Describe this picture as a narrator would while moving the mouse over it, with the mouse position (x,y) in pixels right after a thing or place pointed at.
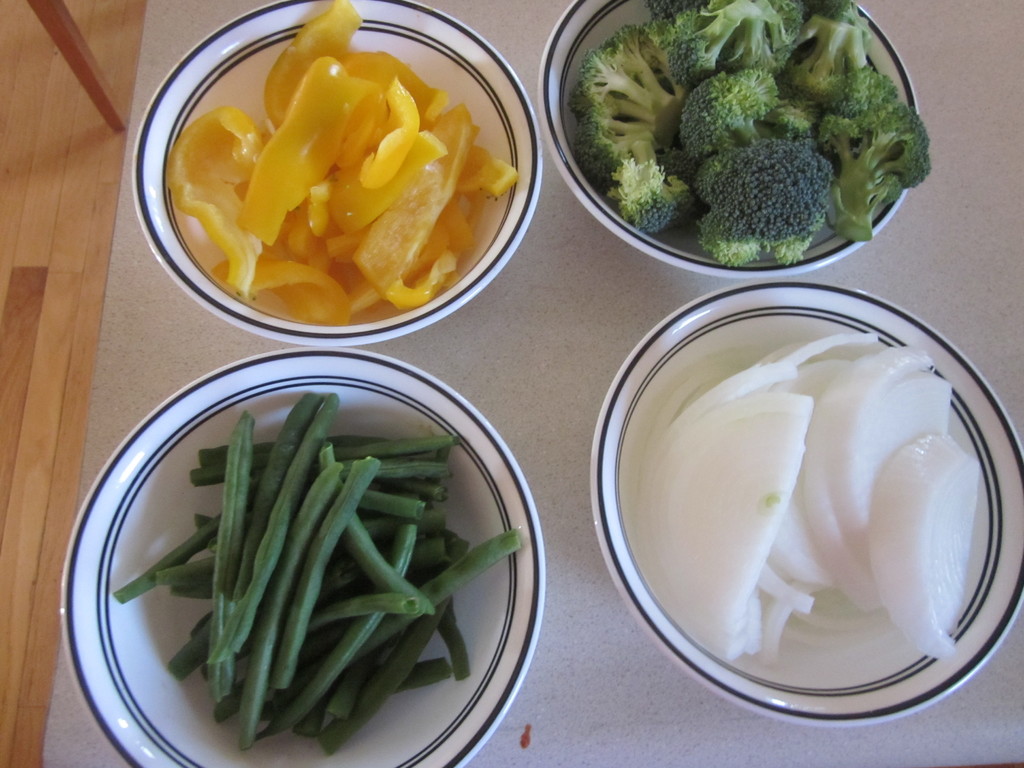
In this image we can see bowls (494,451) on a white surface (655,711). In the bowls (353,517) we can see pieces of broccoli (683,172), pieces of onion (795,432), pieces of beans (372,549) and pieces of capsicum (304,191). On the left side (42,237) there is a wooden floor (29,270). Also we can see a wooden piece (91,67).
